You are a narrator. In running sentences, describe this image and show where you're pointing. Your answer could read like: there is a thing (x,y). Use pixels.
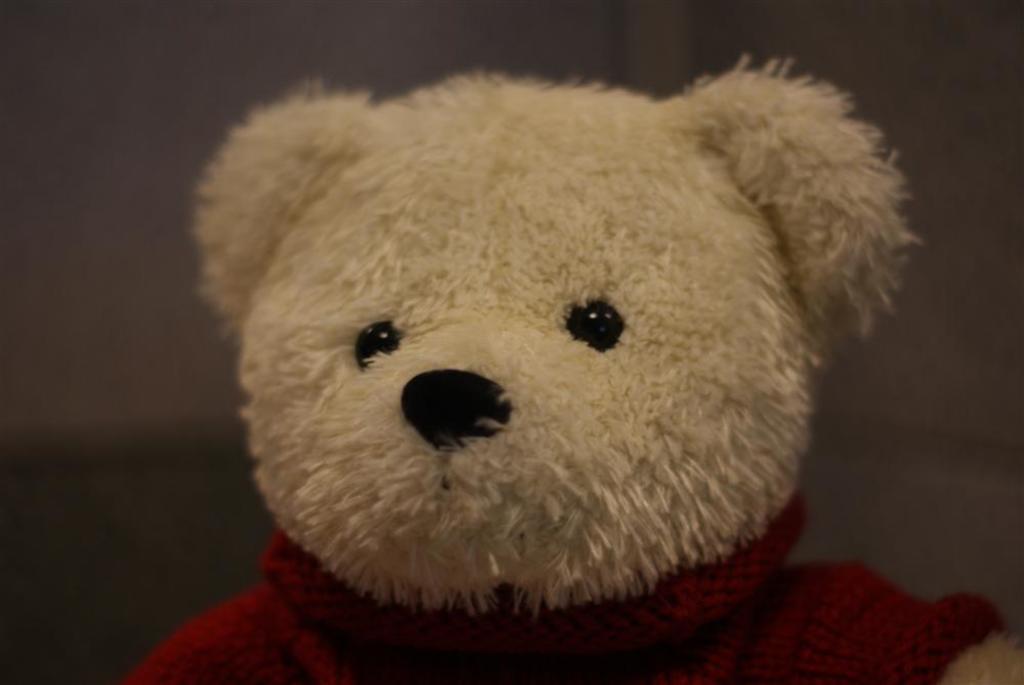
In this image there is a white teddy bear (519,275).
